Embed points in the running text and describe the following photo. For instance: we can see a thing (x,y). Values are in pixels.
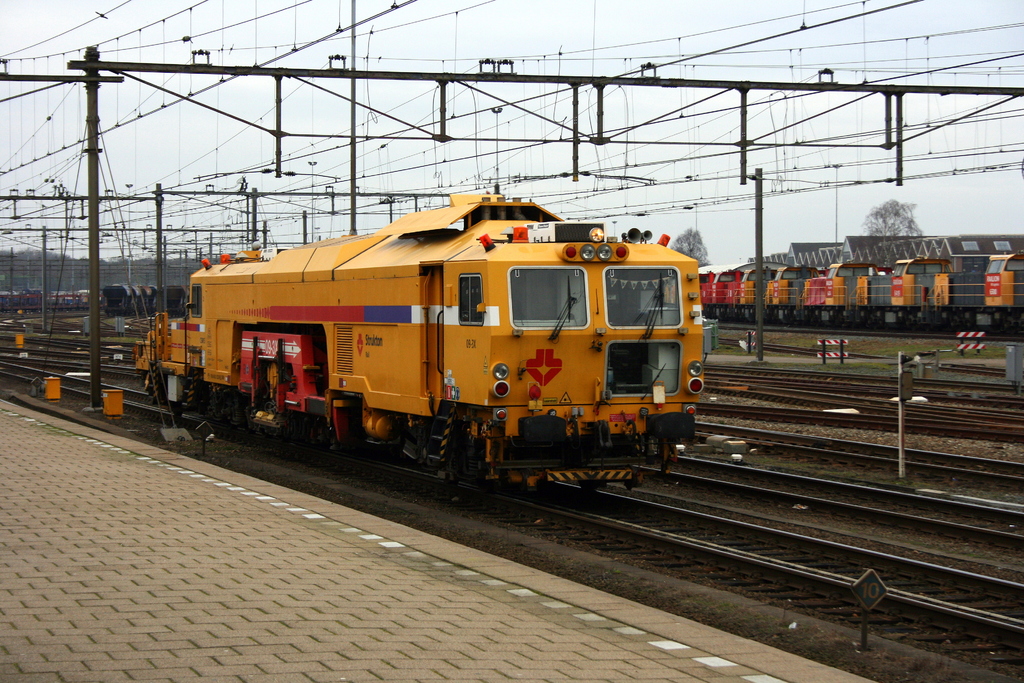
As we can see in the image there are trains (552,304), railway track (879,424), trees (893,234), current poles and sky (556,61).
